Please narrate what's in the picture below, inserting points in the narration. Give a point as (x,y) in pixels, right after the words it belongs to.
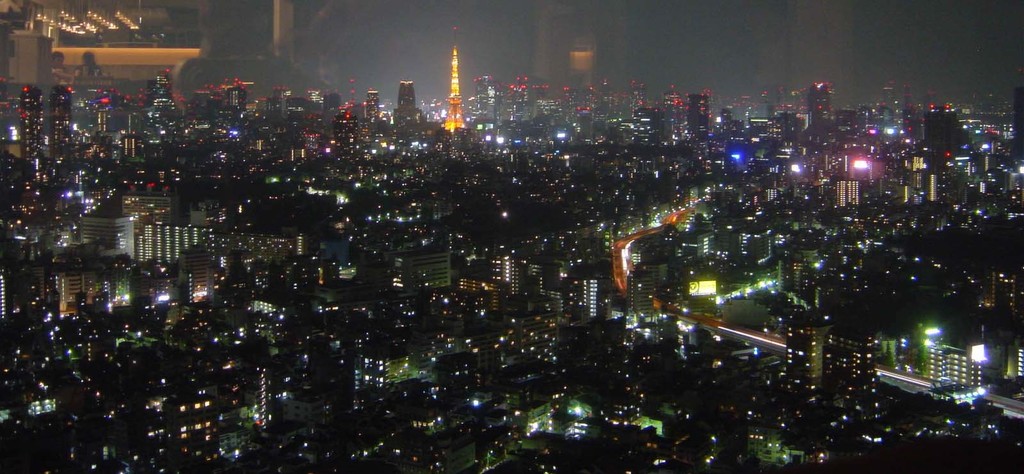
In this picture we can observe a city (264,228). There are number of buildings (394,333) and lights (713,291). We can observe a tower (454,99) which is in yellow color. The background (884,54) is dark. We can observe a sky (708,34).
